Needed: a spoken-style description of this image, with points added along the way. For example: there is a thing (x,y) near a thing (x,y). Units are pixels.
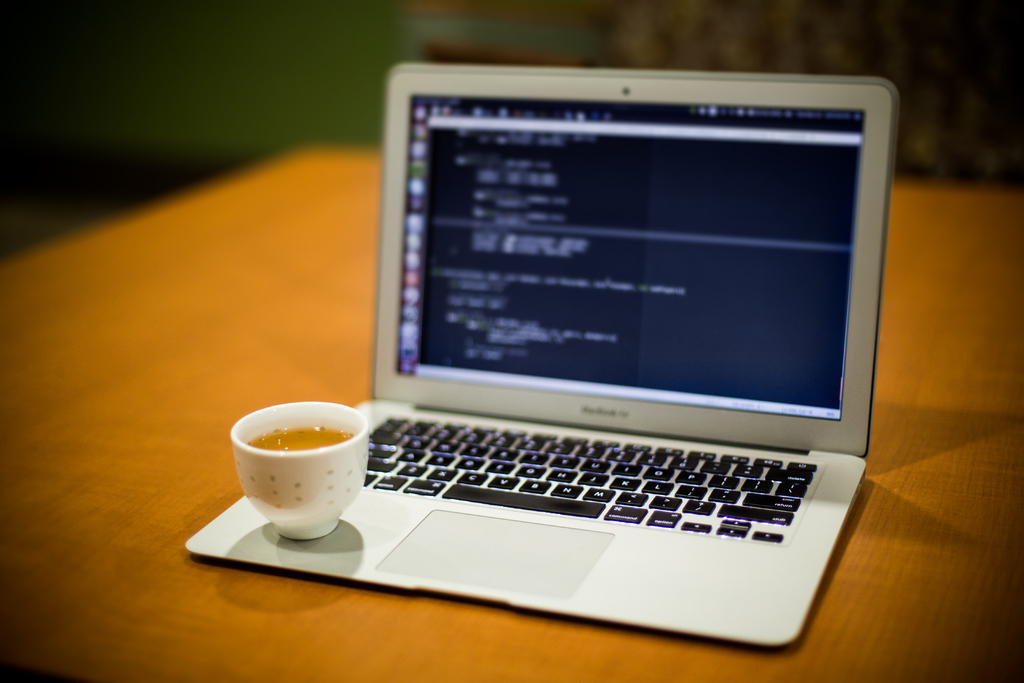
In this picture we can see a laptop (704,428) on a wooden platform (529,624), where we can see a cup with tea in it and in the background (998,122) we can see it is blurry.
